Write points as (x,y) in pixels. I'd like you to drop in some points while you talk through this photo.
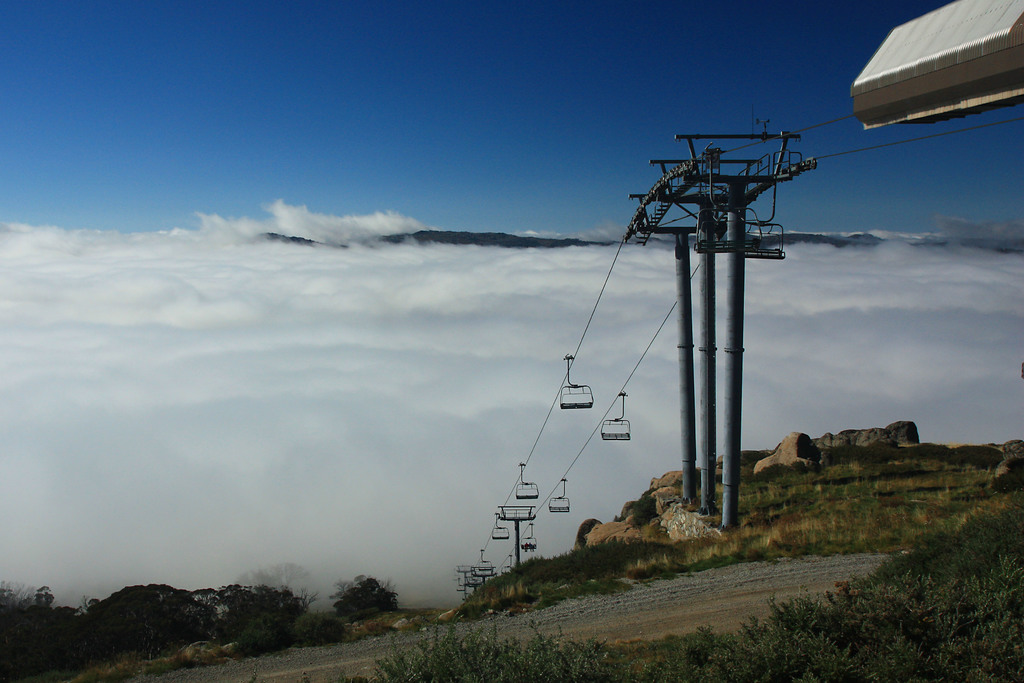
In this image there is a ropeway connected to poles (728,187), beside that there is a stone mountain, trees (34,643) and clouds (231,257) in sky (751,4).
